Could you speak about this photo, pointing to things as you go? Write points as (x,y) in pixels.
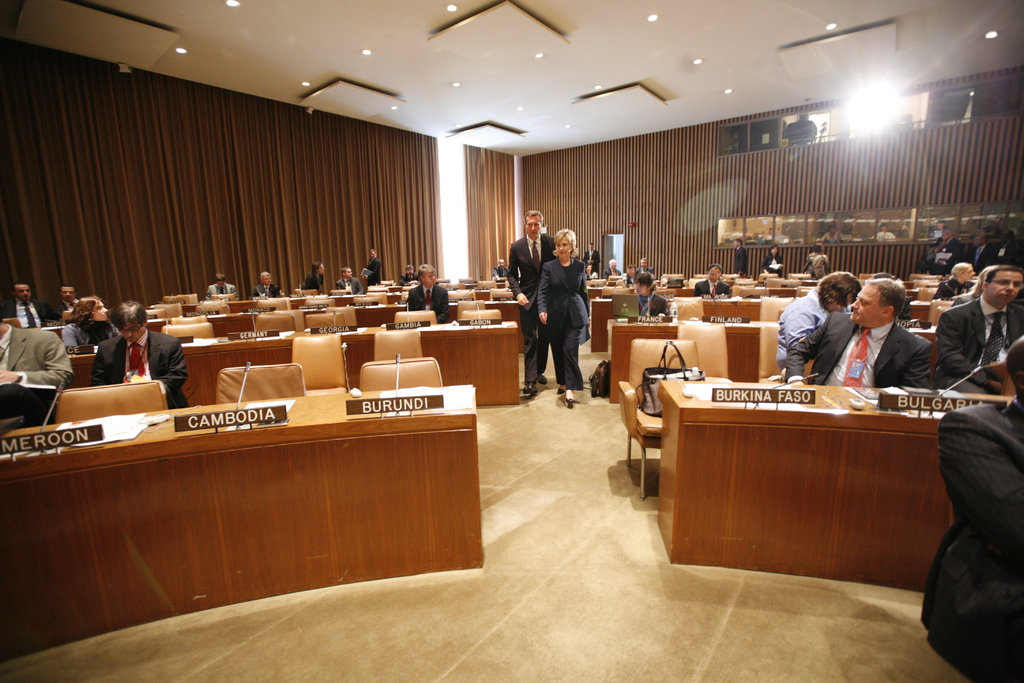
In this image I can see few people (715,289) sitting on chairs (433,373) and few (552,311) are standing. I can see laptops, papers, mics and boards (220,422). I can see brown color background (815,200) and lights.
